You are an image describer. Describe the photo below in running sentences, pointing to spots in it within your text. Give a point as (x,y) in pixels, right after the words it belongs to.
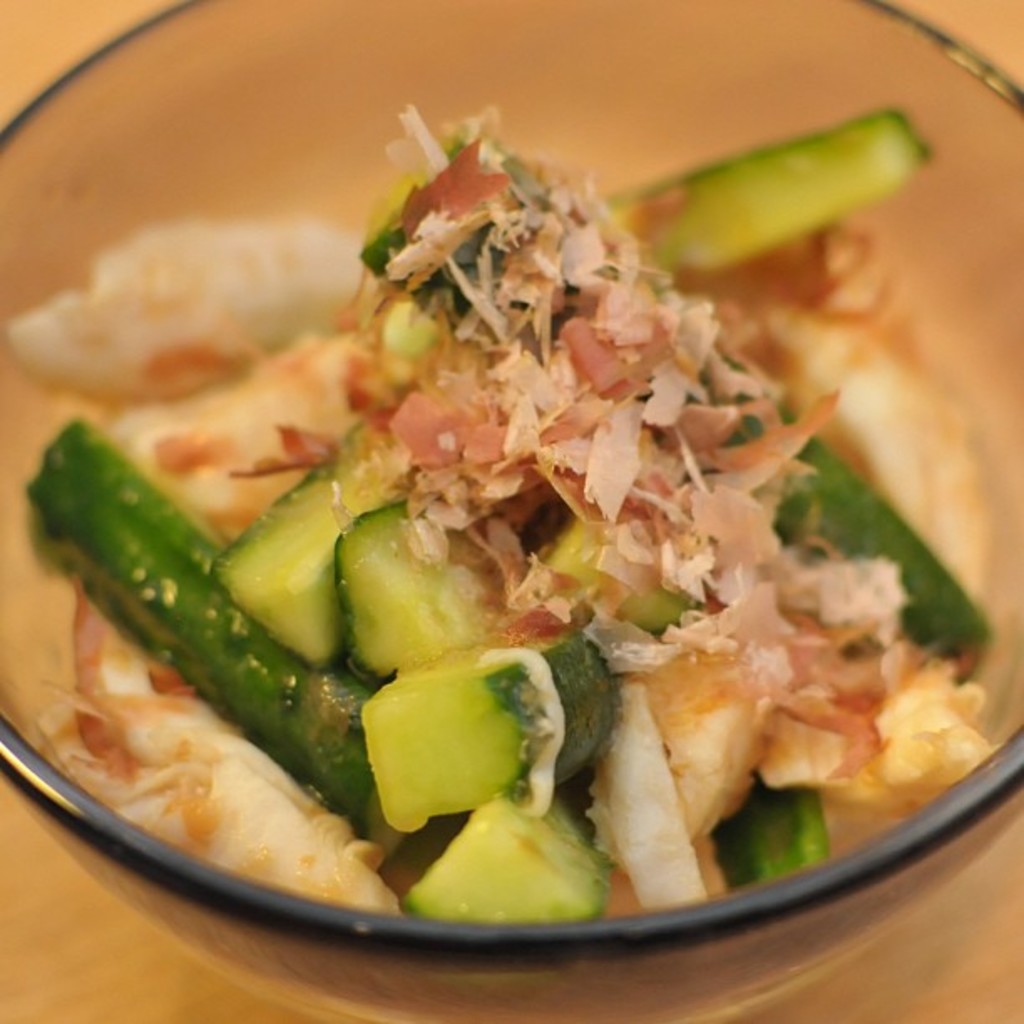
In this image we can see some food items (488,428) in a bowl (425,464), the bowl (296,936) is placed on top of a table (83,915).
